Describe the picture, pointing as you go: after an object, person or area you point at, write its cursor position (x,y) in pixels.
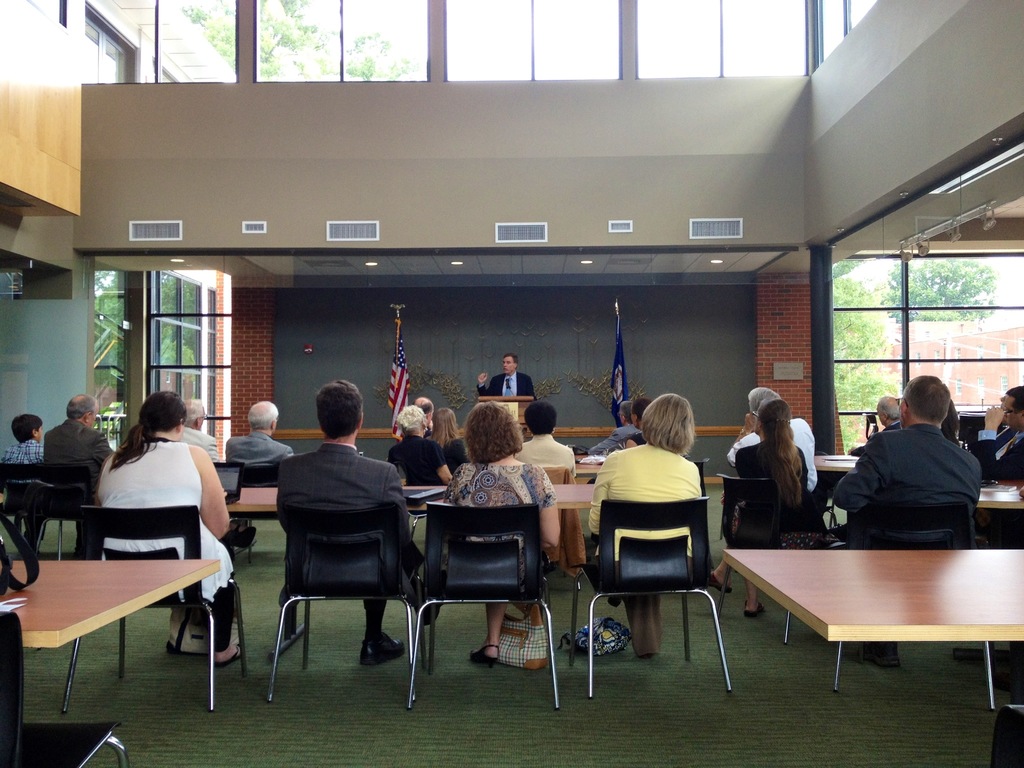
The image is taken inside the building (502,342). In the center of the image (517,374) there is man (498,383) standing and talking there is a podium (509,398) before him. There are many people (525,474) sitting on the chairs (372,555) and listening. There are flags (612,403). On the right (892,584) there is a table (888,627). In the background (1012,380) we can also see trees (858,320), buildings (933,342) and a window (900,367).
